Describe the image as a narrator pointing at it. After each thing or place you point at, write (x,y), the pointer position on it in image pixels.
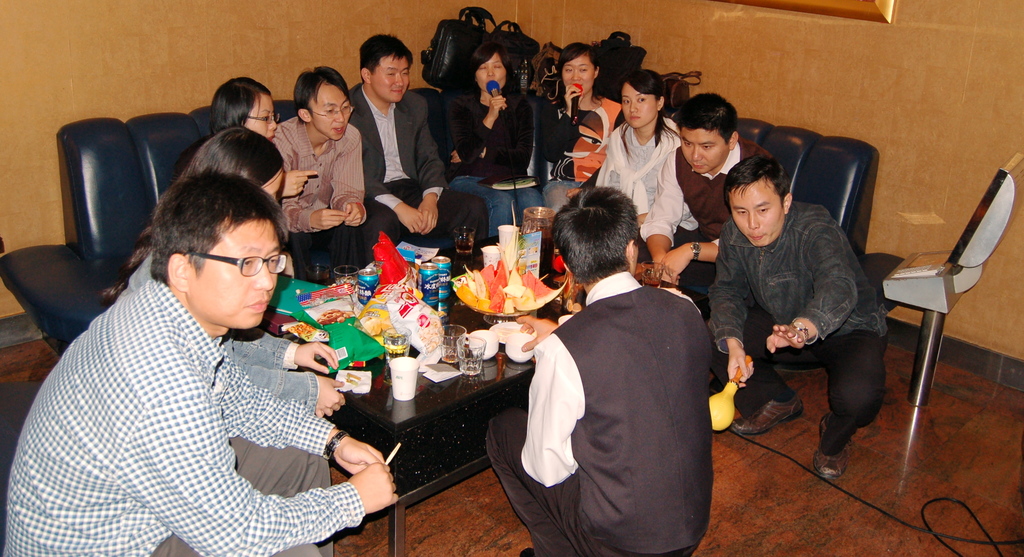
In this picture we can see a group of people (296,211) where some are sitting on sofa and some are in squat position and in front of them there is table (372,381) and on table (402,405) we can see glass (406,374), plastic covers (421,329), bowl (465,303), tins (428,280), jar (527,226) and in background (281,84) we can see wall (882,31).
